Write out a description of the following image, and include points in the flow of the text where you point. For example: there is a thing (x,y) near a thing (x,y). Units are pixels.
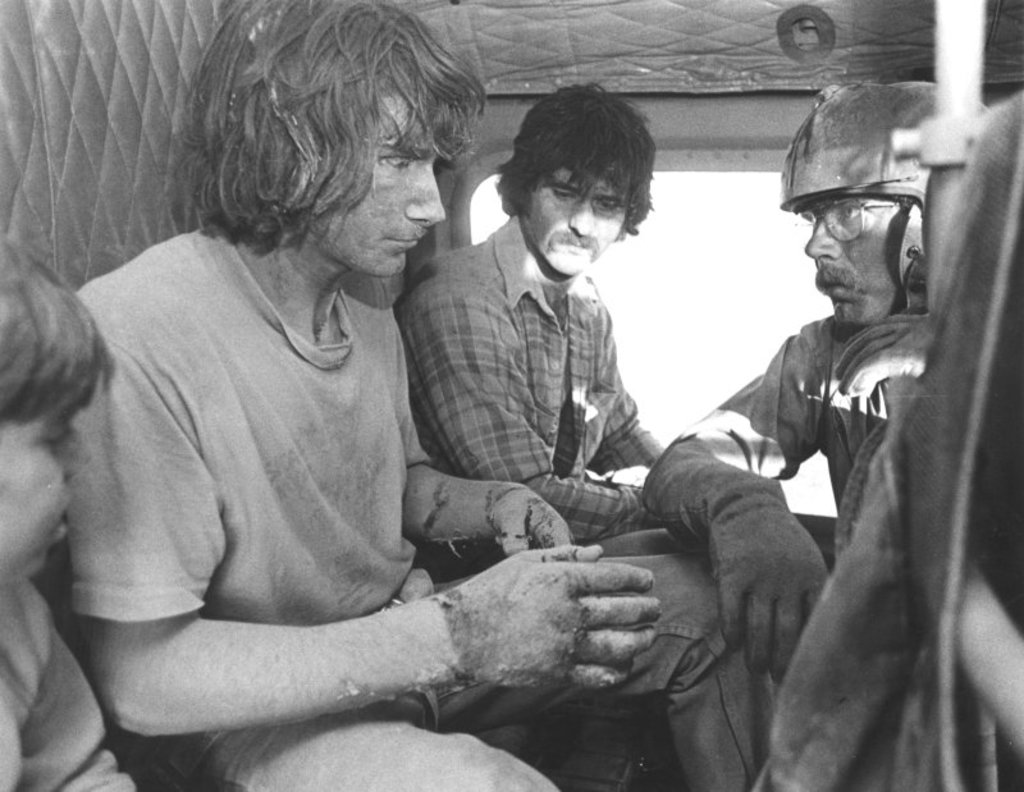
In this picture there are people (641,565) and we can see rods (956,66) and glass window (716,197).
